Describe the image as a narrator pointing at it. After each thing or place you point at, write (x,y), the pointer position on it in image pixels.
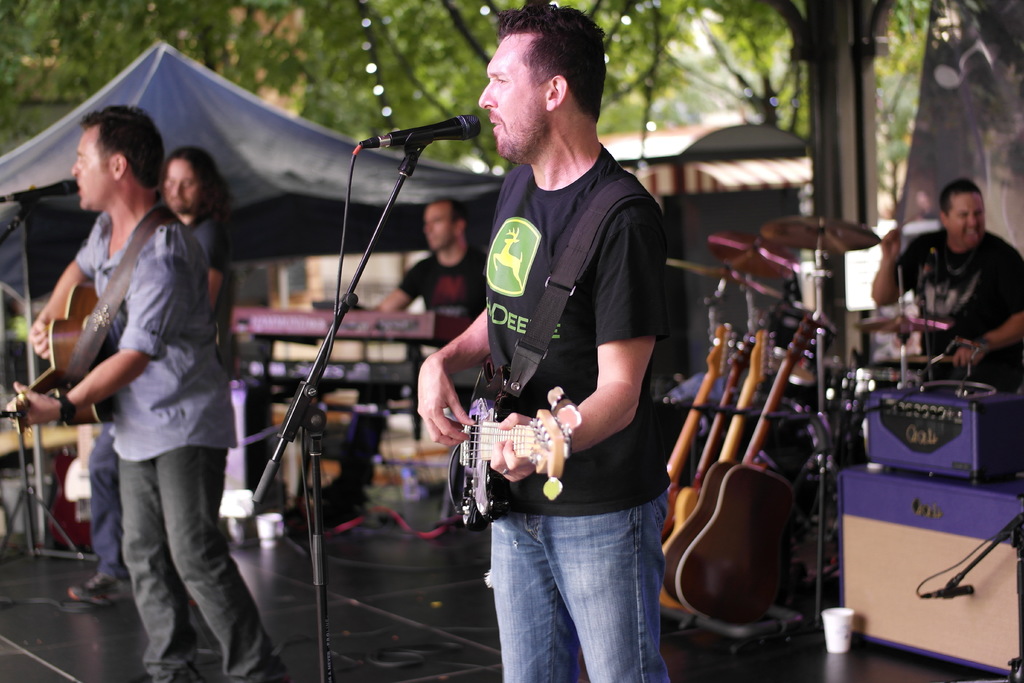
There is a man (617,279) in black color t-shirt (633,468), holding a guitar (490,452) and singing. In front of him, there is a mic (403,136) and stand (327,619). Beside him, another person (106,149) is singing and holding guitar (39,380). In the background (157,100), there is a tent (166,109), tree (384,16), shed (742,145), drums (778,328), a person (964,304) playing drums (896,316), a person (434,259) playing keyboard (389,336), and other items (408,492).
